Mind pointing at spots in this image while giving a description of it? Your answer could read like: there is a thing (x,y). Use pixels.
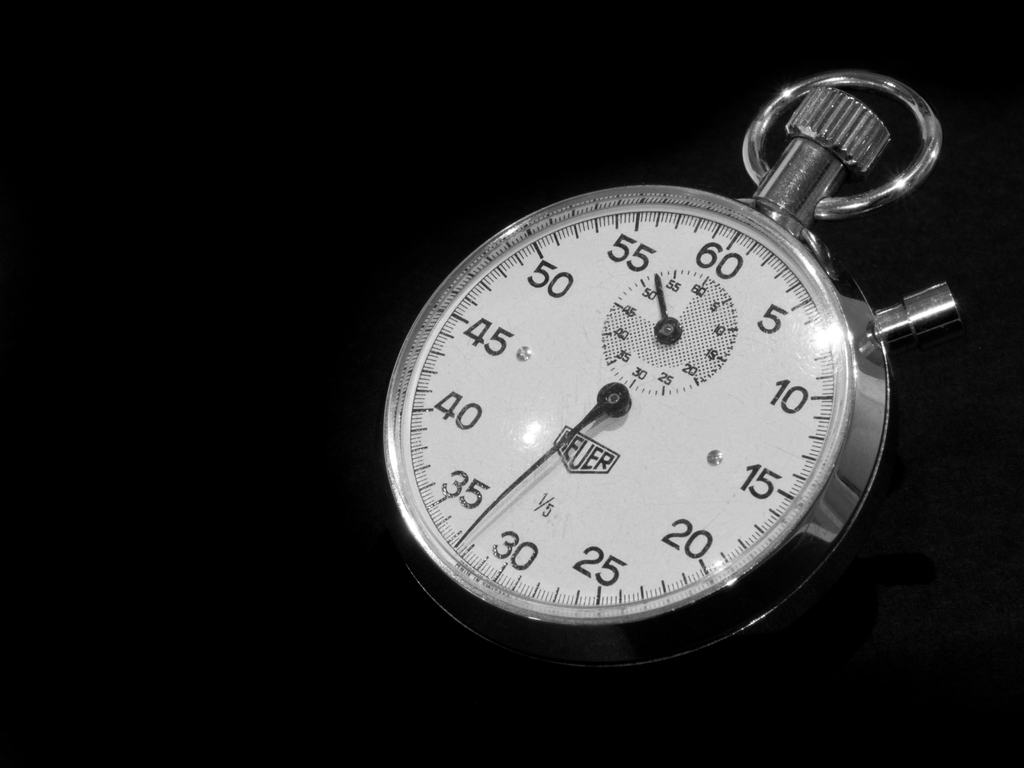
In this image we can see a dial (653,451) and the background of the image (161,205) is in black color.
